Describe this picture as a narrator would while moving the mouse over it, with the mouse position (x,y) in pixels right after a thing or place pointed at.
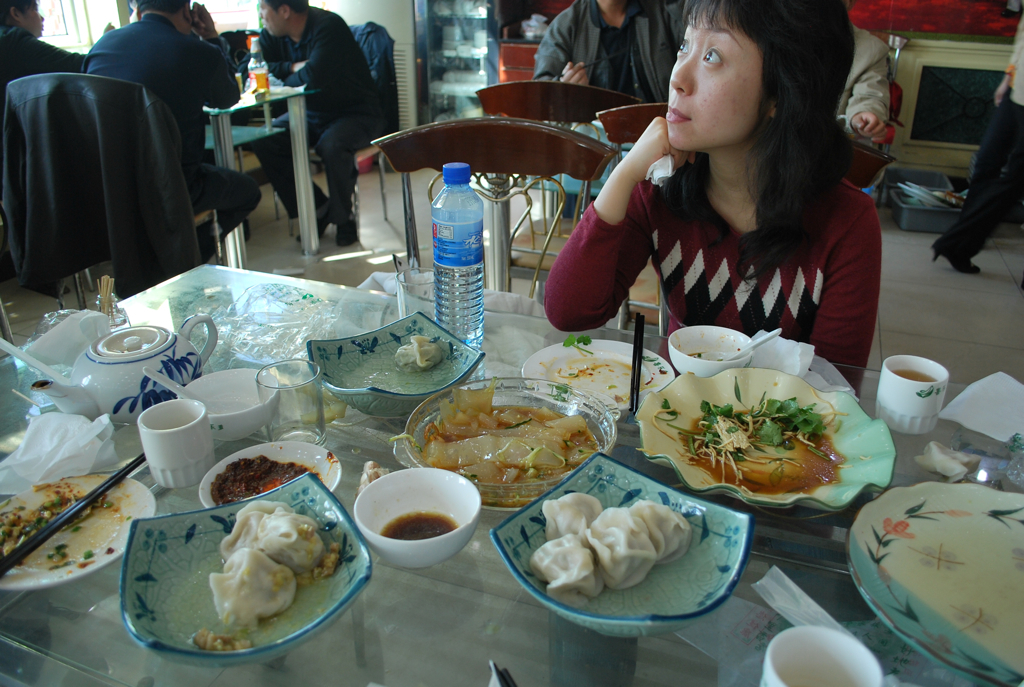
In the picture I can see plates (505,556), cups (286,422), food items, spoons (756,343) and tissues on the table (157,505). In the picture I can see people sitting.
